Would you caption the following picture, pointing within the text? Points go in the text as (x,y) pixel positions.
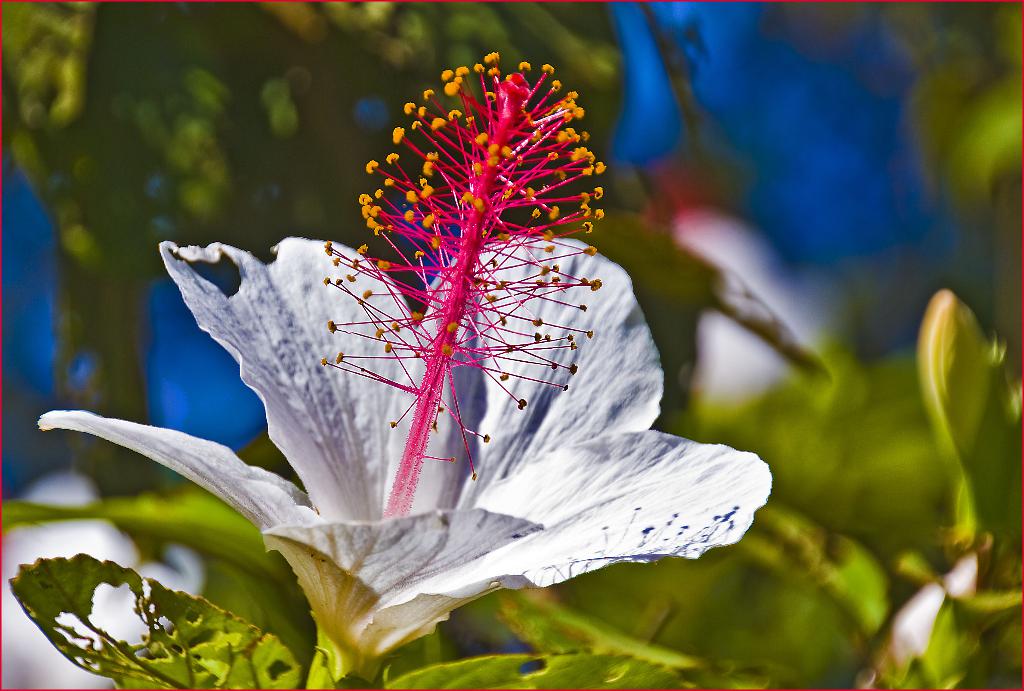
In this picture I can see a flower (419,406) and some leaves (559,610).
